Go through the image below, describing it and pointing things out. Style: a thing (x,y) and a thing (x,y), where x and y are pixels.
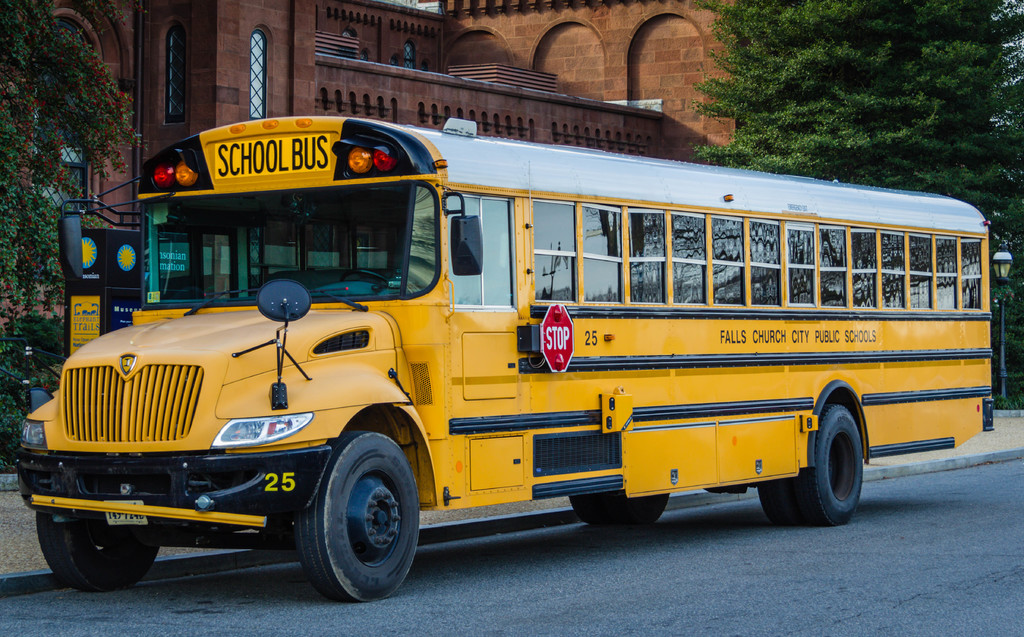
In this image there is a school bus (614,414) on the road (726,569). In the background (454,87) there is a building (489,68). There are trees (32,152) on either side of the bus (519,234).
